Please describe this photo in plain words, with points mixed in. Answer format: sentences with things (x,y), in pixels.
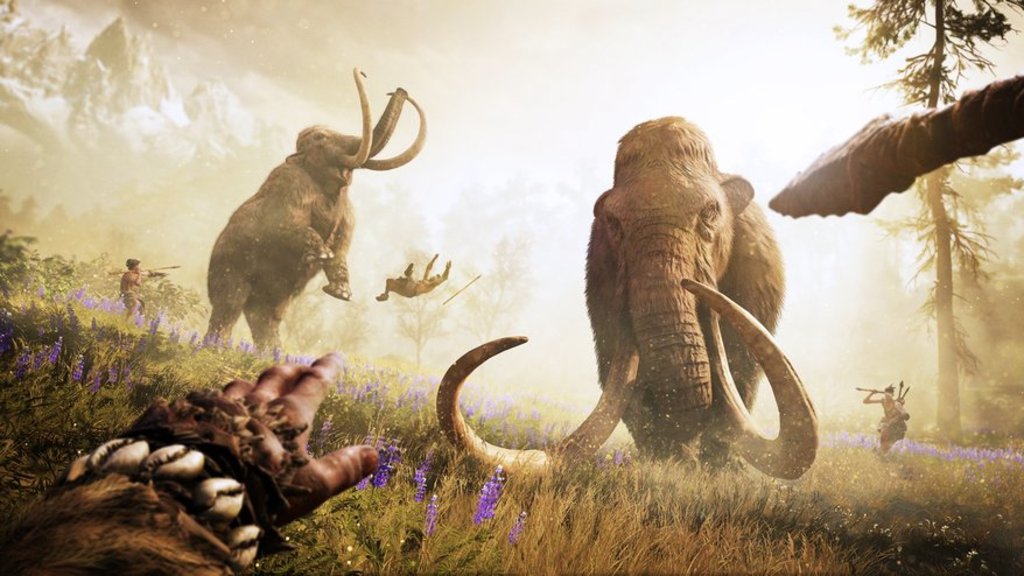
This is an animated picture. In the center of the picture (665,336) there are elephants (218,299), people (443,276), trees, plants (50,296), spears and flowers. In the foreground (245,460) there is a person's hand (283,390) and a spear (846,165). In the background (106,95) there are mountains (118,129).
